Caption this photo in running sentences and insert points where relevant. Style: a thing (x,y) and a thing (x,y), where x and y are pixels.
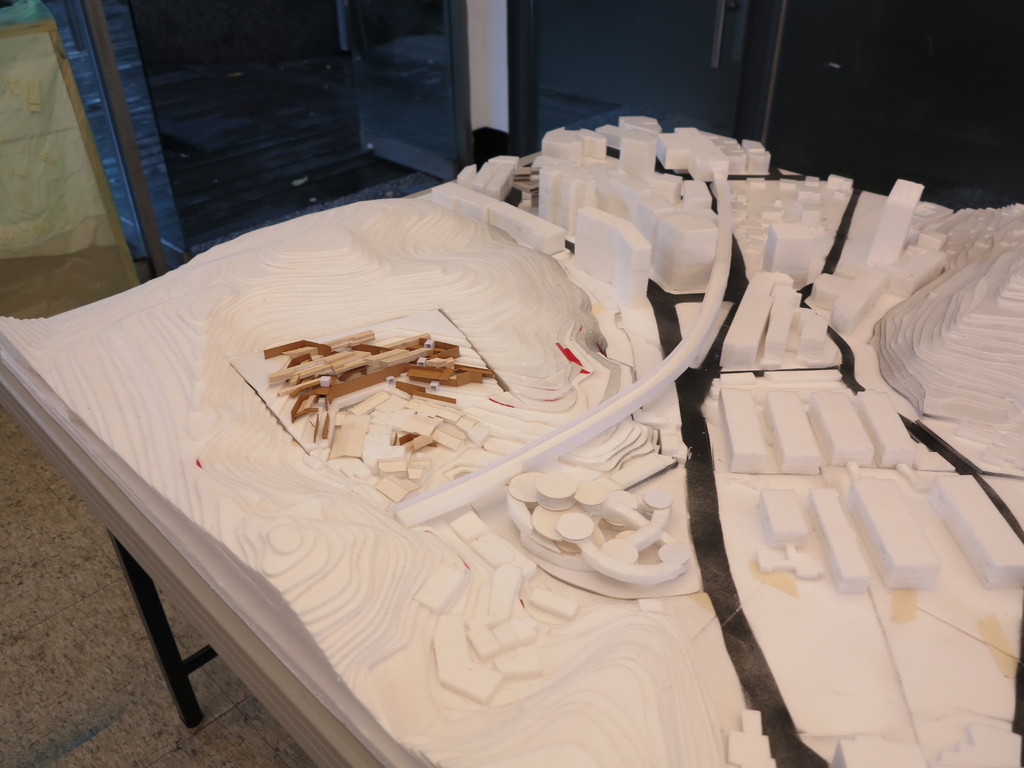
As we can see in the image there is a wall (493,81) and white table (496,374).
